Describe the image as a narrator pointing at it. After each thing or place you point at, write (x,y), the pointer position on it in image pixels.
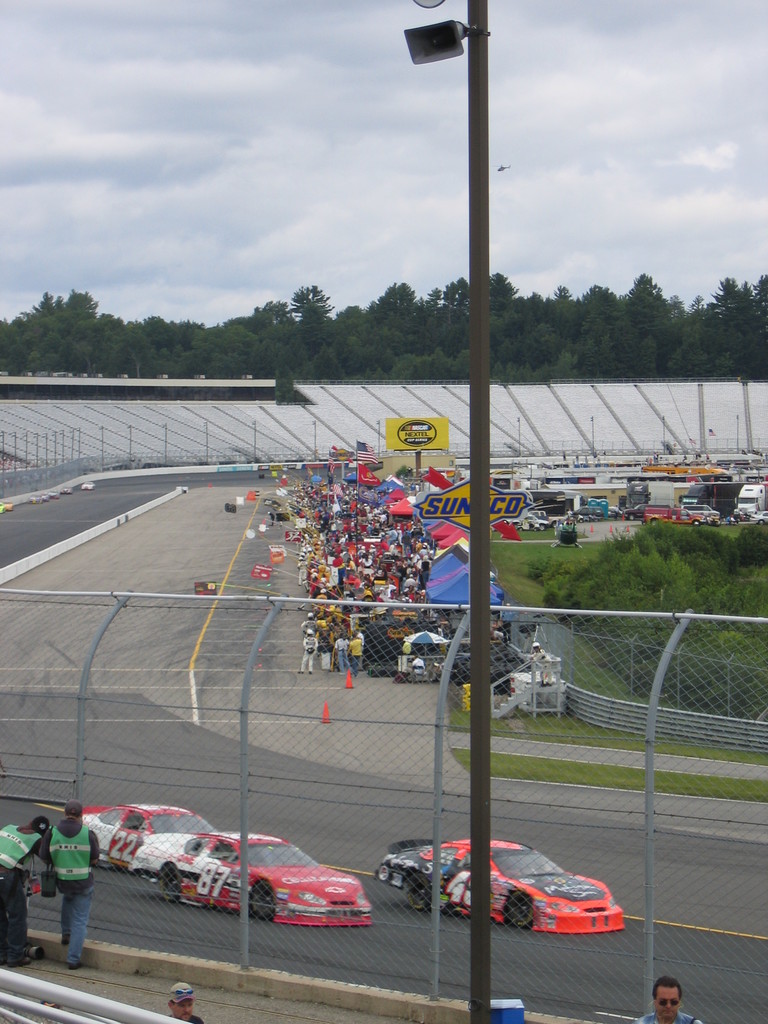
In this picture there are few racing cars (225,888) on the road (574,863) and there is a fence (332,821) beside it and there are few people (22,907) beside the fence (85,933) and there are few people (390,525), trees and some other objects (463,494) in the background (710,540).
